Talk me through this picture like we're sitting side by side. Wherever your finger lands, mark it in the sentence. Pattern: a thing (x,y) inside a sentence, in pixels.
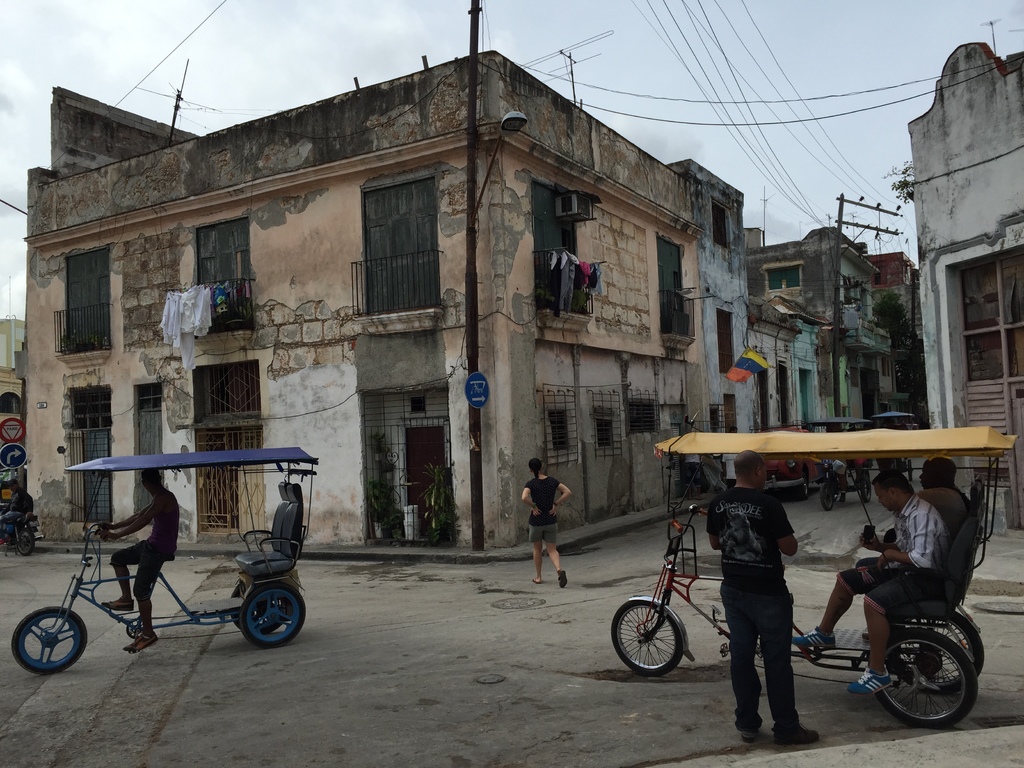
In this image we can see the buildings (997,111), electrical poles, wires (903,84) and also the clothes (560,286). We can also see the vehicles (171,586), people (10,512), path (409,681) and also the cloudy sky (877,42) in the background (209,49).
